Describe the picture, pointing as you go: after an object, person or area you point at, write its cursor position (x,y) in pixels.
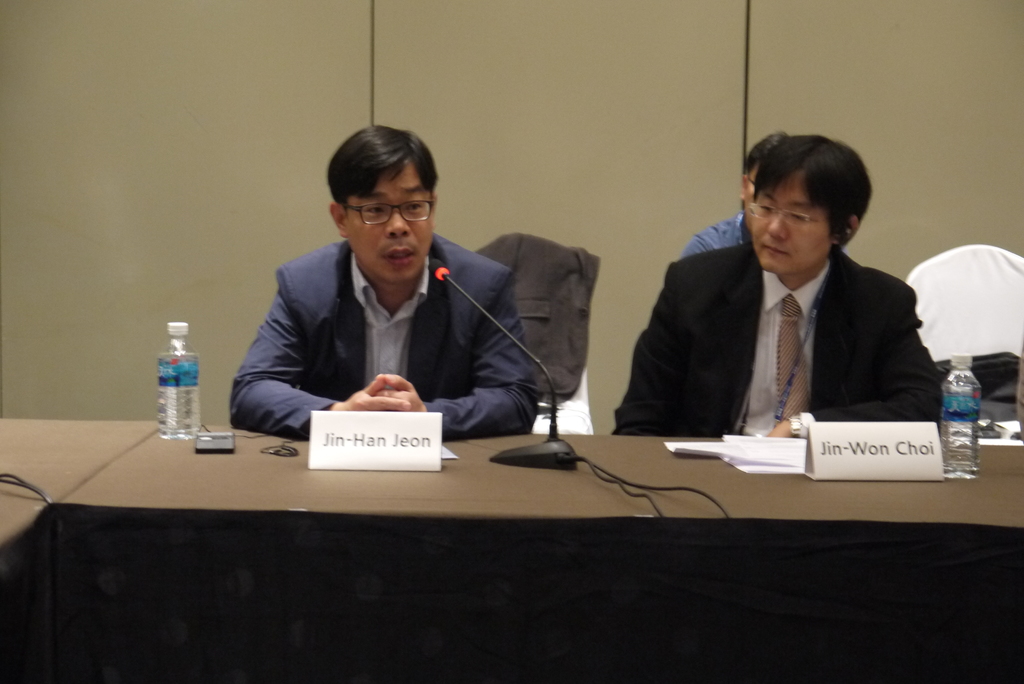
In this image we can see two persons (715,324) with glasses (412,206) and wearing suits (436,333) and sitting on the chairs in front of the table (395,531). On the table (651,474) we can see the water bottles (183,419), mobile phone (224,442), name boards (407,450) and also the mike (540,457) with the stand (569,456) and also wires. In the background (540,176) we can see the wall (720,93), a chair (950,311) and also some other person (724,226).
